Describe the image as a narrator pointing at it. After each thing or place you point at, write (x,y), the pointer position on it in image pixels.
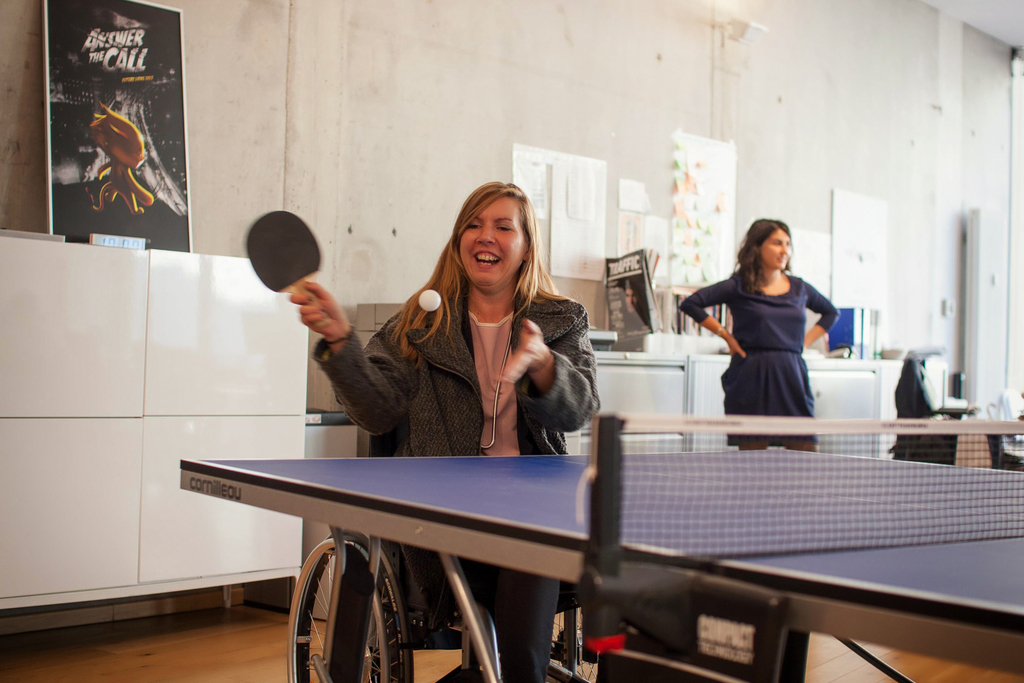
In this picture, we see woman (375,371) in grey jacket (412,384) is playing table tennis and she is smiling, and she is sitting on wheelchair (302,602) and beside her, we see a woman (742,314) in blue dress (761,361) standing and smiling. Behind her, we see white cupboard (654,366) on which a board (618,295) with picture (636,294) is placed on it and behind that, we see a white wall (642,91) on which many white cards (688,198) are placed. On the left (176,17) top of the picture (151,164), we see a board (153,123) with some text (92,55) written on it.
